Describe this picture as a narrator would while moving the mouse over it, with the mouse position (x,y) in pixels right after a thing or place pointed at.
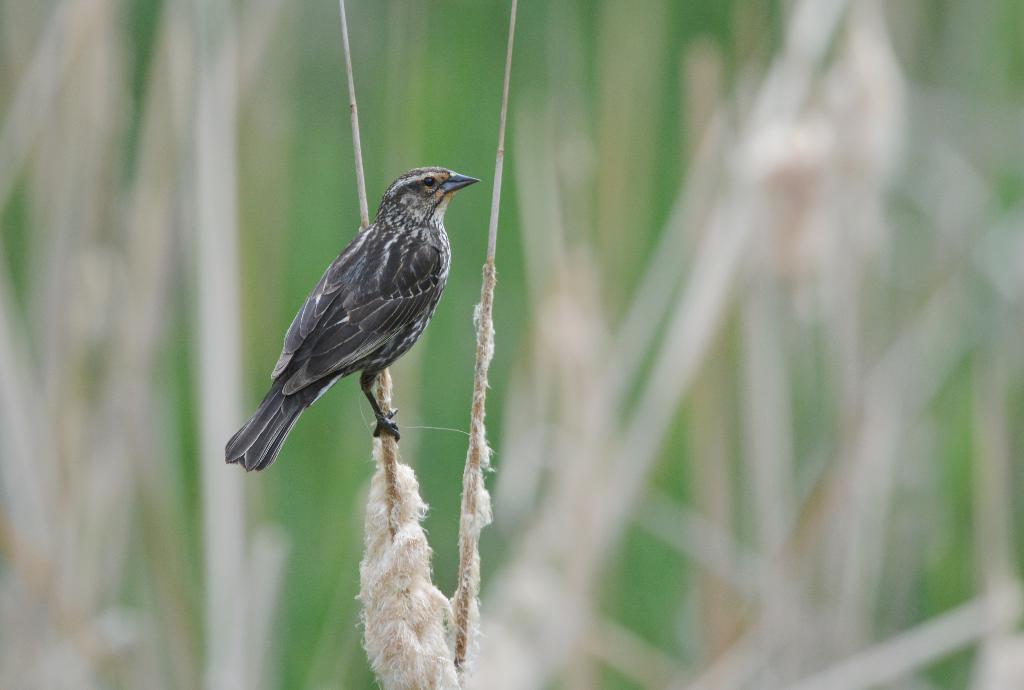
In this image, we can see a bird (385,316) on a stick (392,450). Background (364,405) there is a blur view. Here we can see another stick (468,503).
